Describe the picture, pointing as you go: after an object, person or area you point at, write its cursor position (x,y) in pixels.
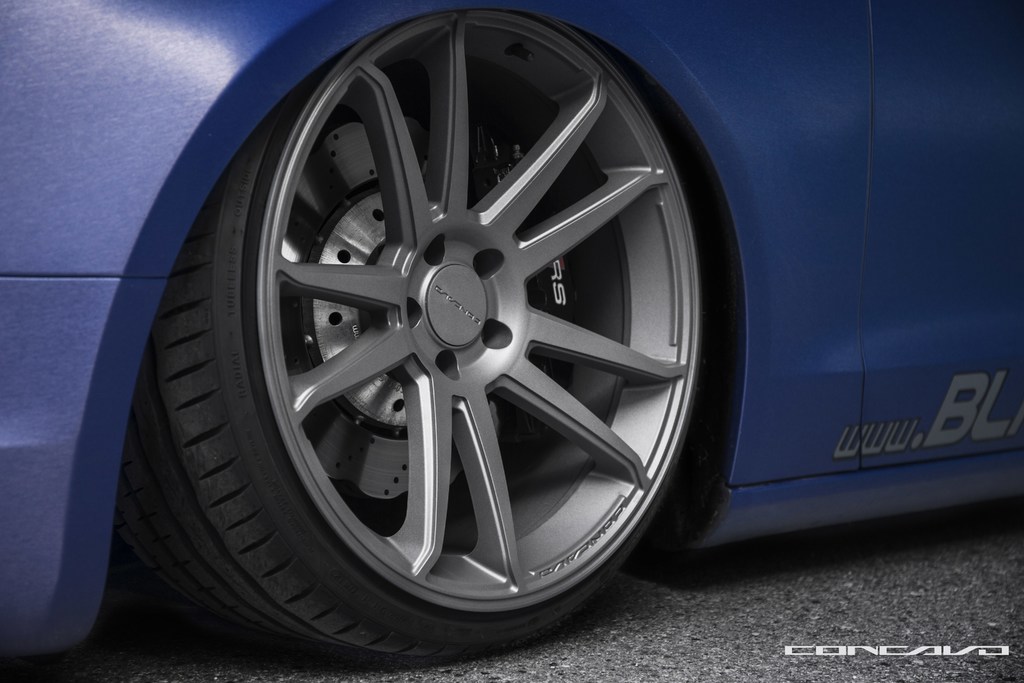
Here I can see a wheel (371,344) of a car (682,168) which is in blue color on the road (724,630). On the right bottom of the image (877,652) I can see some text (870,654).
